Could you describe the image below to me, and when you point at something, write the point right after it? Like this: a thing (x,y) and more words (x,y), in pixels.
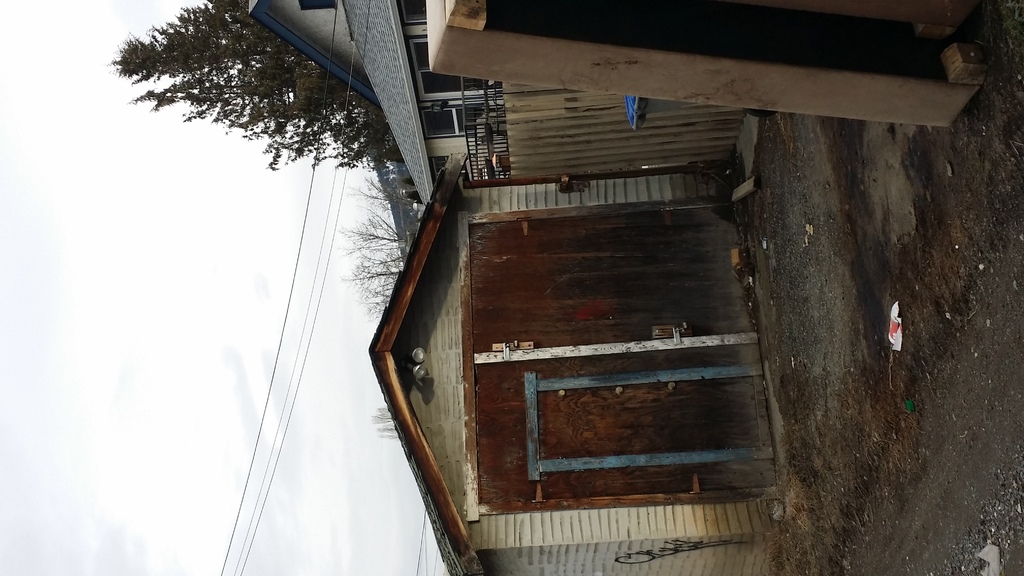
In this image I can see few buildings (463,139), windows (441,116), railing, trees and wires (335,172). The sky (229,341) is in white and blue color.
